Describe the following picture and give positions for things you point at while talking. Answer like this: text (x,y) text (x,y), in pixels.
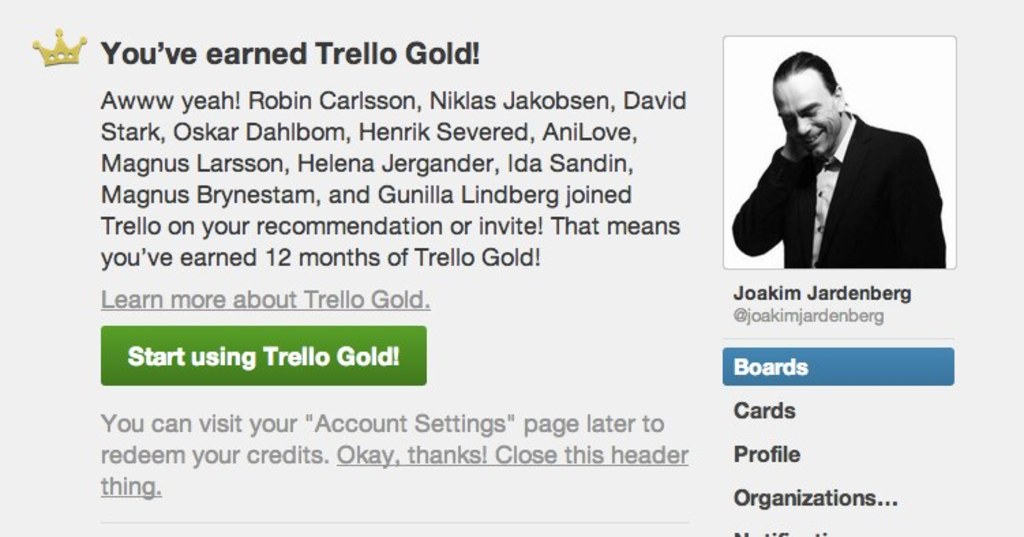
This is a web page. In the top right corner (839,93) we can see a man (859,169) is standing and smiling and wearing a suit (872,218). In the background of the image (351,48) we can see the text (200,179). In the top left corner (75,62) we can see a logo (52,58).
